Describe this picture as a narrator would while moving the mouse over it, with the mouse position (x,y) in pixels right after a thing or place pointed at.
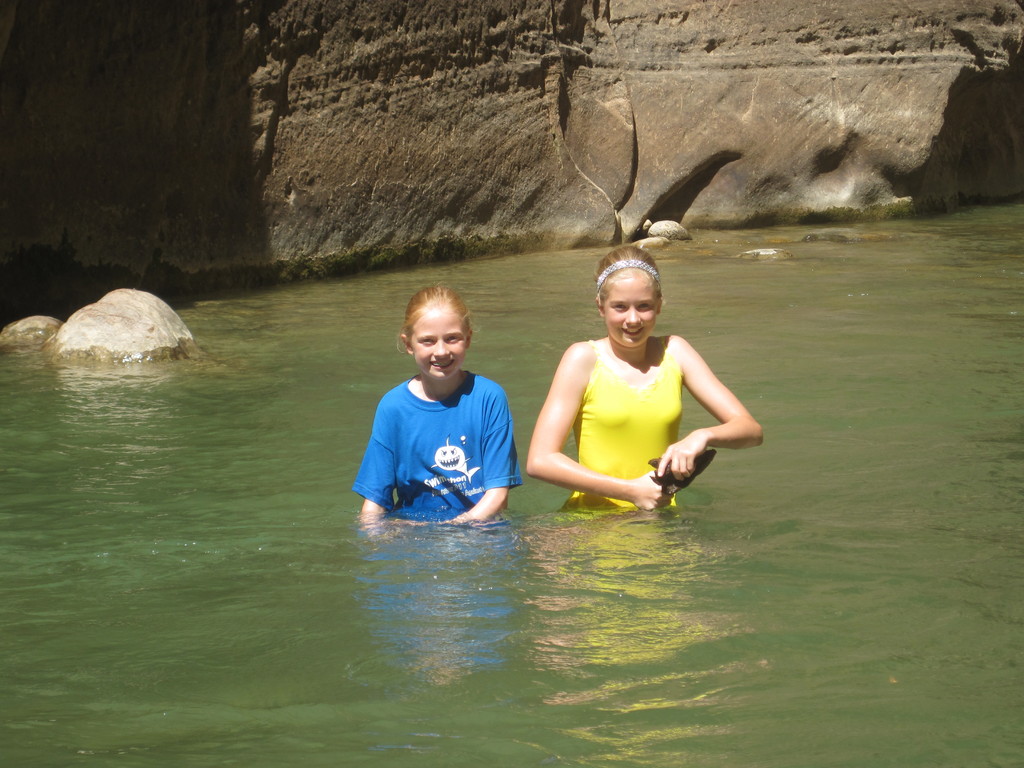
In this picture we can see two people (579,450) are standing in the water (350,562) and holding an object (664,485), behind we can see some big rocks (223,180).
